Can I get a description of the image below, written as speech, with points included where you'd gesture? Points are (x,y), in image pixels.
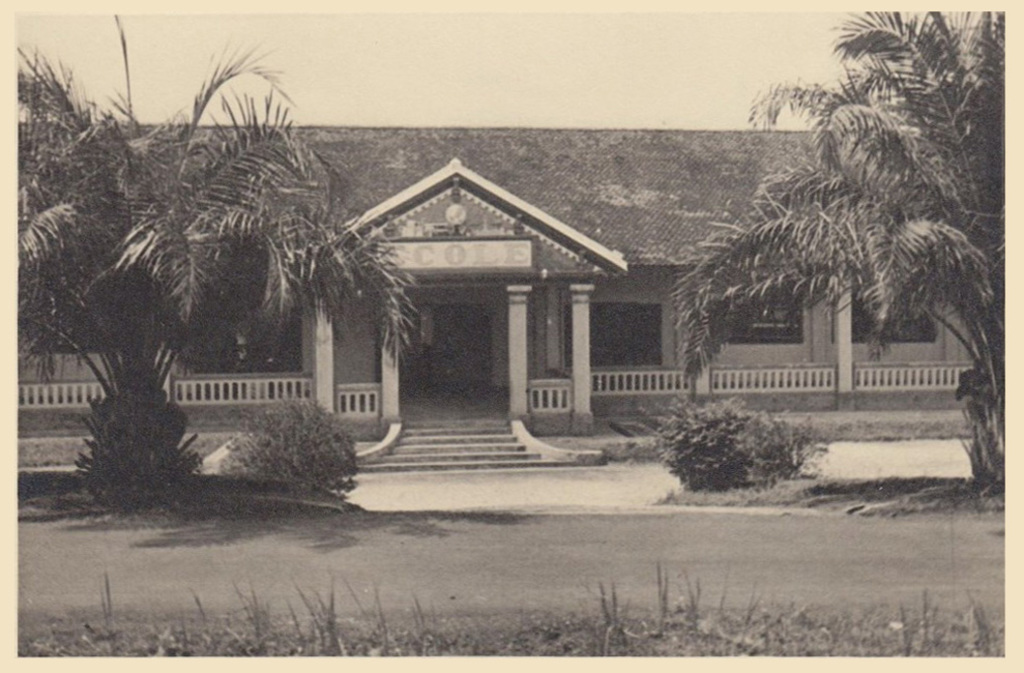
In this image we can see a photograph (109,458) in which we can see the grass (395,635), road (664,516), shrubs (280,452), trees (382,253), house (539,372), steps (494,438) and the sky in the background (159,82).
